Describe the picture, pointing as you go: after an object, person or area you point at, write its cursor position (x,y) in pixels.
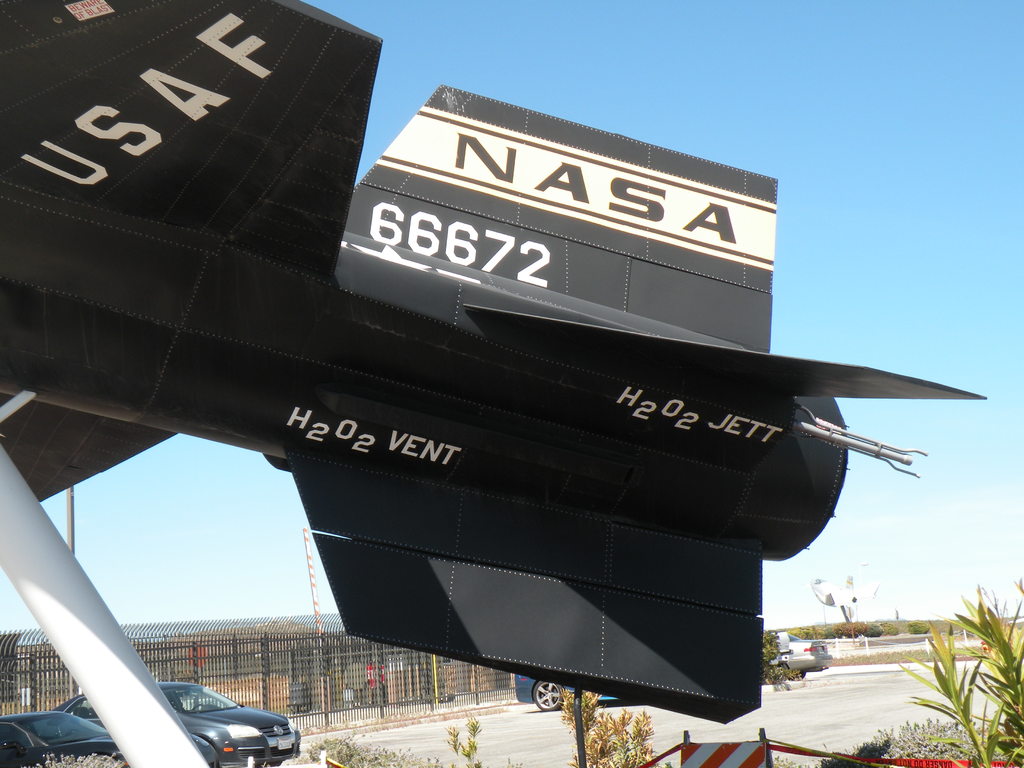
In this picture we can see black color object (361,133) with number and text (582,199). We can see rod (148,727), plants (1018,662), tape (781,748) and vehicles (811,641) on the road (820,720). In the background of the image (385,691) we can see fence (338,660), poles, plants (864,625) and sky (953,268).
